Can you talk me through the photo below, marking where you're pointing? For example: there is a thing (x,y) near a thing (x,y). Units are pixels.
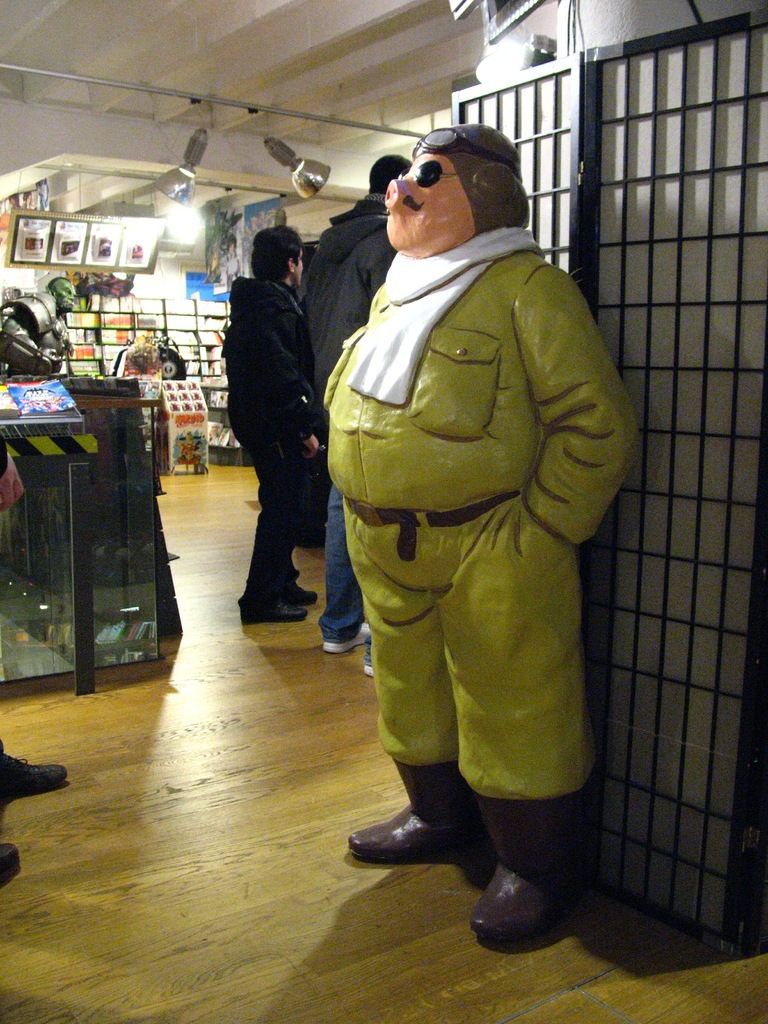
In this image we can see a statue (508,695). Right side of the image (705,626) one black color grille (714,230) is there. Left side of the image (109,485) table (128,483) is there. On table (104,459) one sculpture (36,330) is present. Background of the image frames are attached to the wall (189,273) and people (261,279) are present. The roof (283,60) is in white color and lights (187,154) are attached to the roof (245,162).
